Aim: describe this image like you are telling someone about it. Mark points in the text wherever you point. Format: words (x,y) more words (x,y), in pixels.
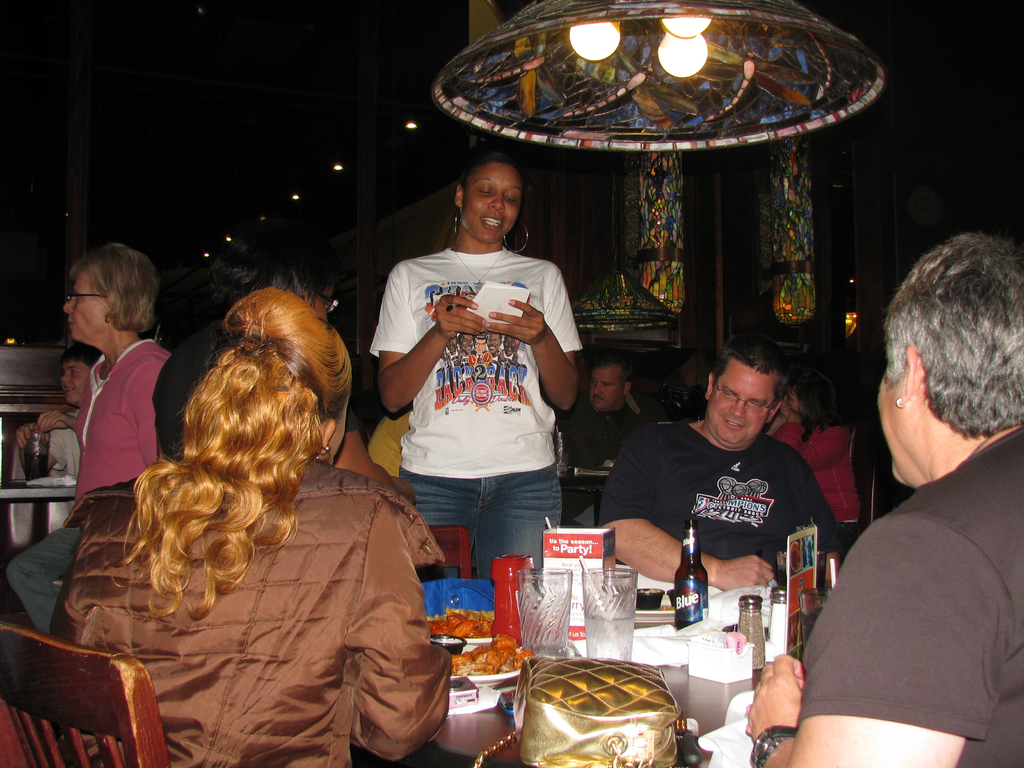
In the image there are group of people (617,416). There are bottles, plates (473,679), food (477,620), bag (618,700) on the table (718,609) and at the top (628,45) there are lights (669,26).
